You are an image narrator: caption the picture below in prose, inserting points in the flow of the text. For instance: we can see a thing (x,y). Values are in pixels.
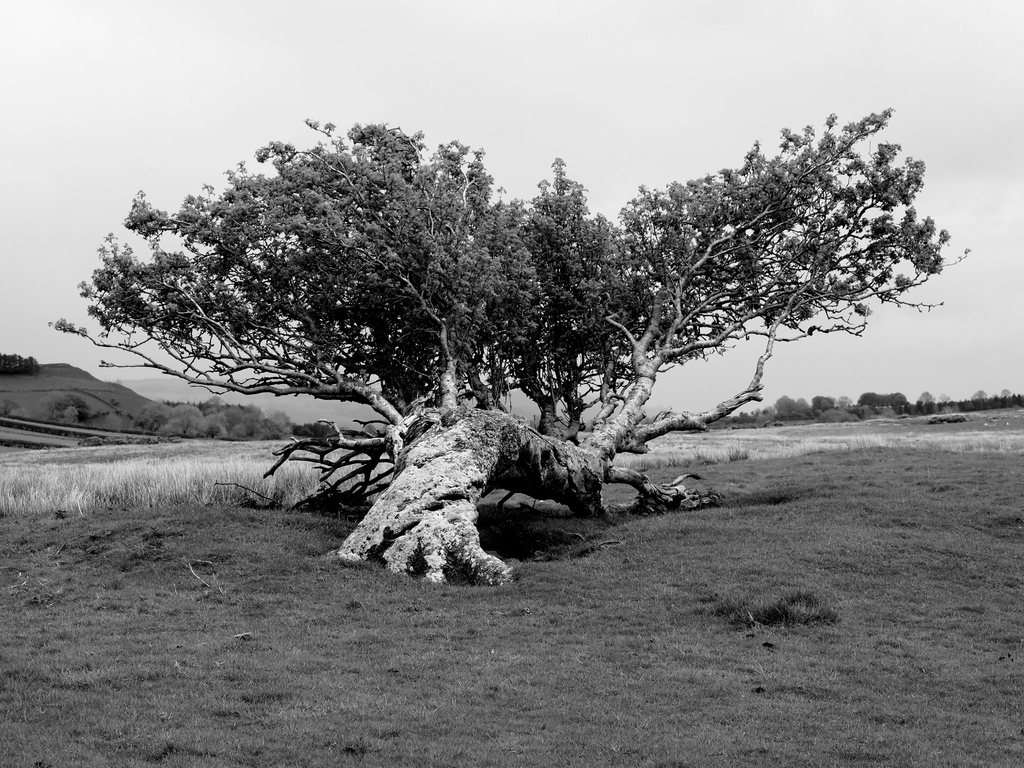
This is a black and white image and here we can see a tree (438,495) and in the background (25,386), there are hills (202,395) and there are many trees (824,397). At the bottom (233,593), there is ground (199,516) covered with grass (154,477). At the top (525,85), there is sky (480,81).
